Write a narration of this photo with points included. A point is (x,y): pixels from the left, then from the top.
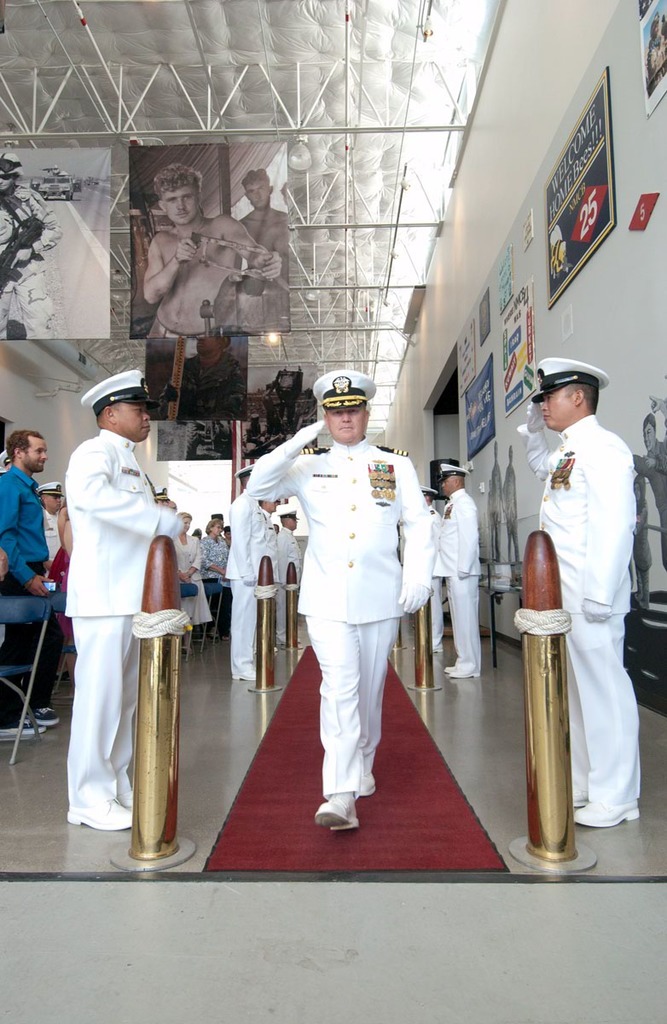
At the top of the image (245,143) we can see iron grills (159,97) and advertisements (148,251) hanged from the top. At the bottom of the image (602,855) we can see barriers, persons (362,605) standing on the floor (204,796) and carpet (251,808), wall hangings (517,344) to the wall (426,365) and floor (391,975).
